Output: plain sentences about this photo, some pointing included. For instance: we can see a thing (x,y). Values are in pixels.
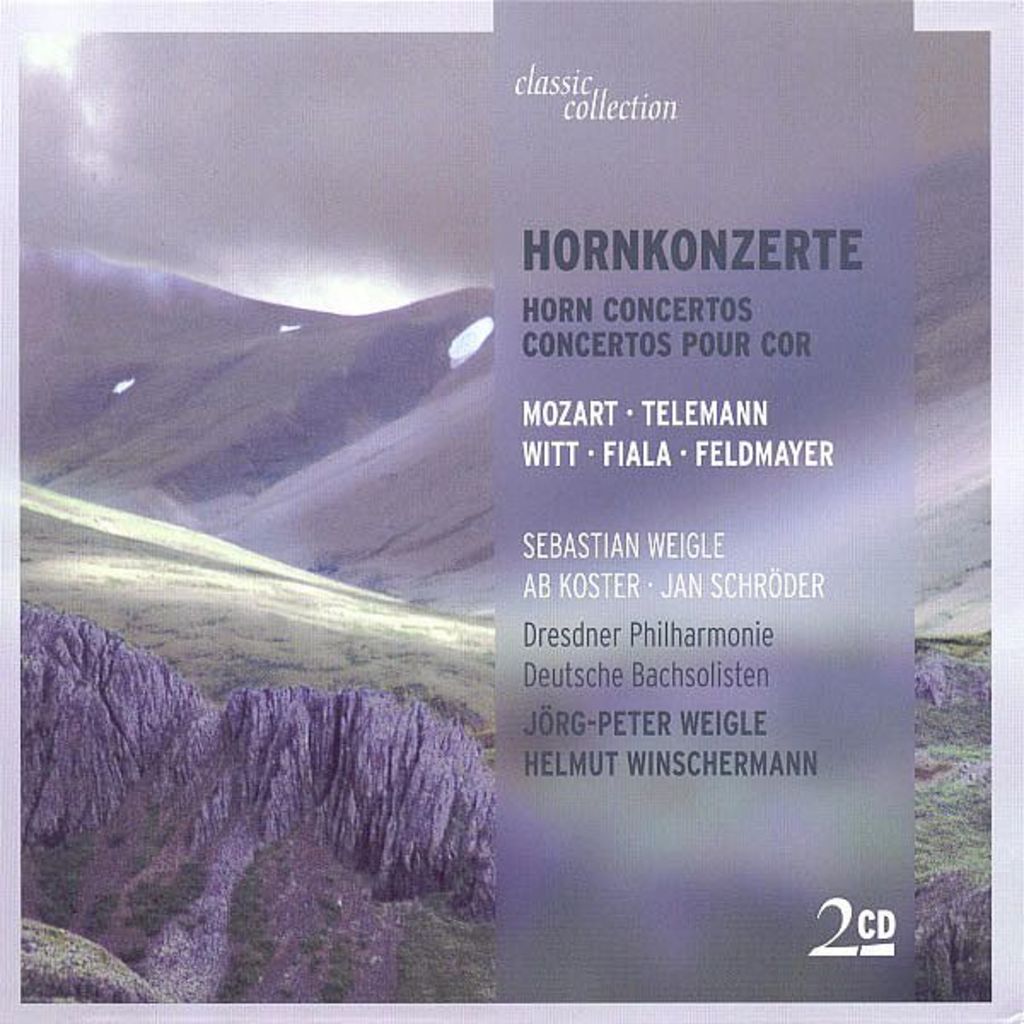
In the foreground of this poster, on the right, there is some text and in the background (242,593), there is grassland (273,582), mountains (251,400), sky (314,201) and the cloud (347,171).
